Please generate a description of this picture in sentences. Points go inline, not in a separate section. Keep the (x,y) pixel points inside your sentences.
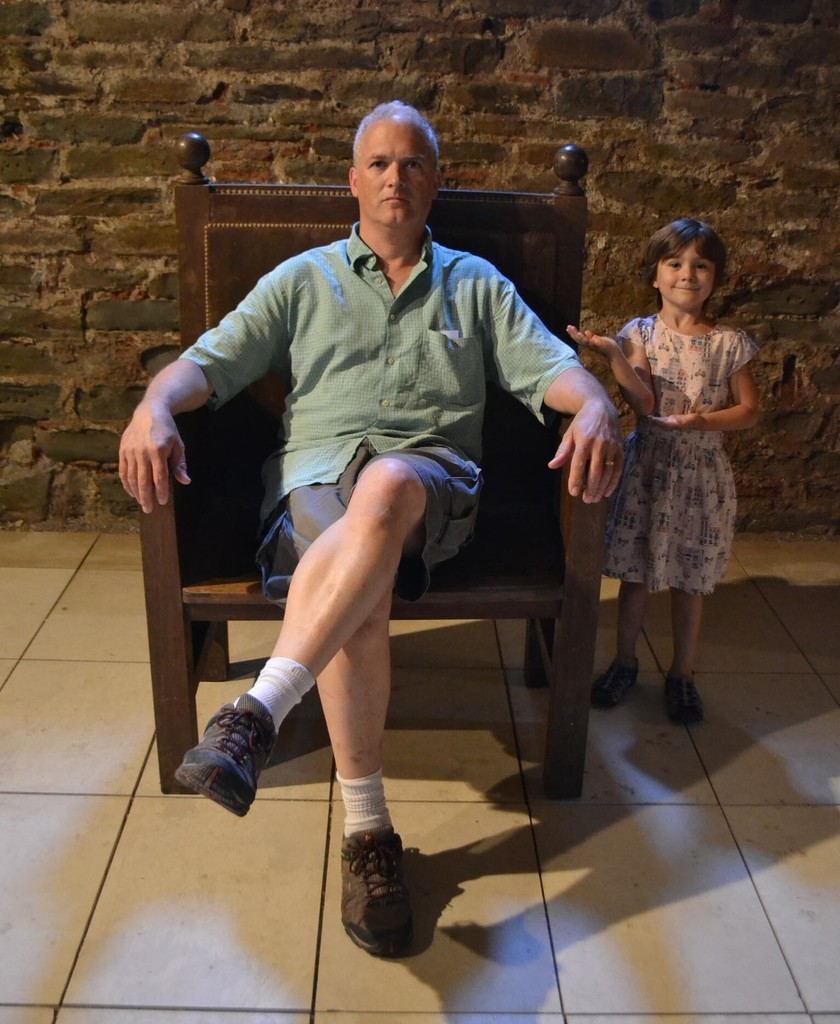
In this image i can see a man (419,420) sitting on a chair (464,551) at right (649,485) i can see a girl (649,485) standing, at the back ground (737,284) there is a wall (626,97).
